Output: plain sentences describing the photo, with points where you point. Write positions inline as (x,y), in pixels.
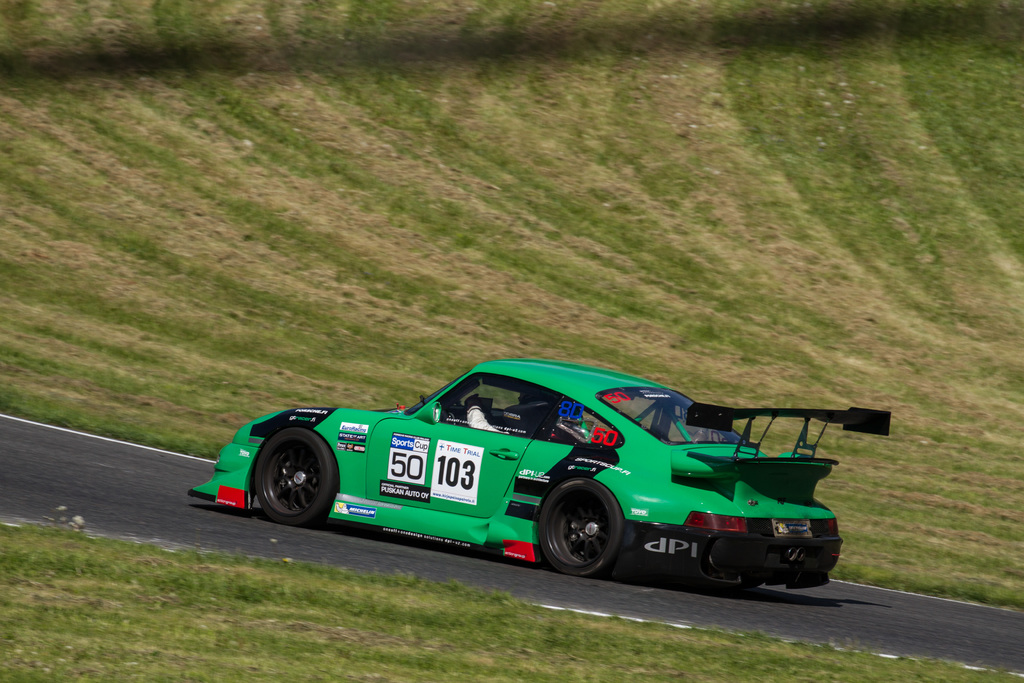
In this image I can see a vehicle (677,544) which is in green color and the vehicle (302,451) is on the road (160,547). Background (390,82) I can see the grass (328,256) in green color.
